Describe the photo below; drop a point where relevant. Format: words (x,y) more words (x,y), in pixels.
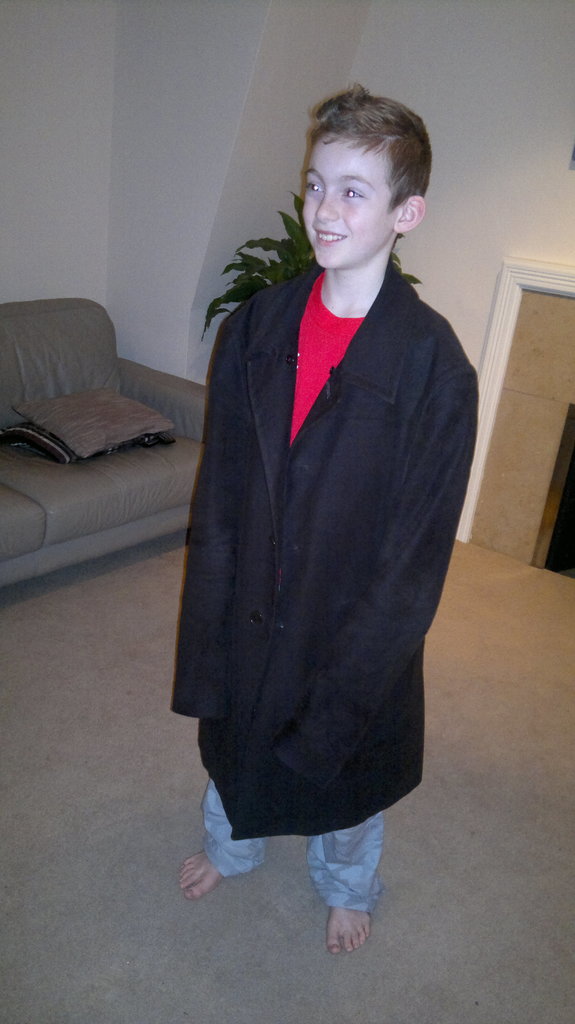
In this image I can see a boy (291,493) standing, wearing a oversized black coat (241,509). There is a couch (1,382) on the left (80,336). There is a plant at the back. There are white wall (178,130).
